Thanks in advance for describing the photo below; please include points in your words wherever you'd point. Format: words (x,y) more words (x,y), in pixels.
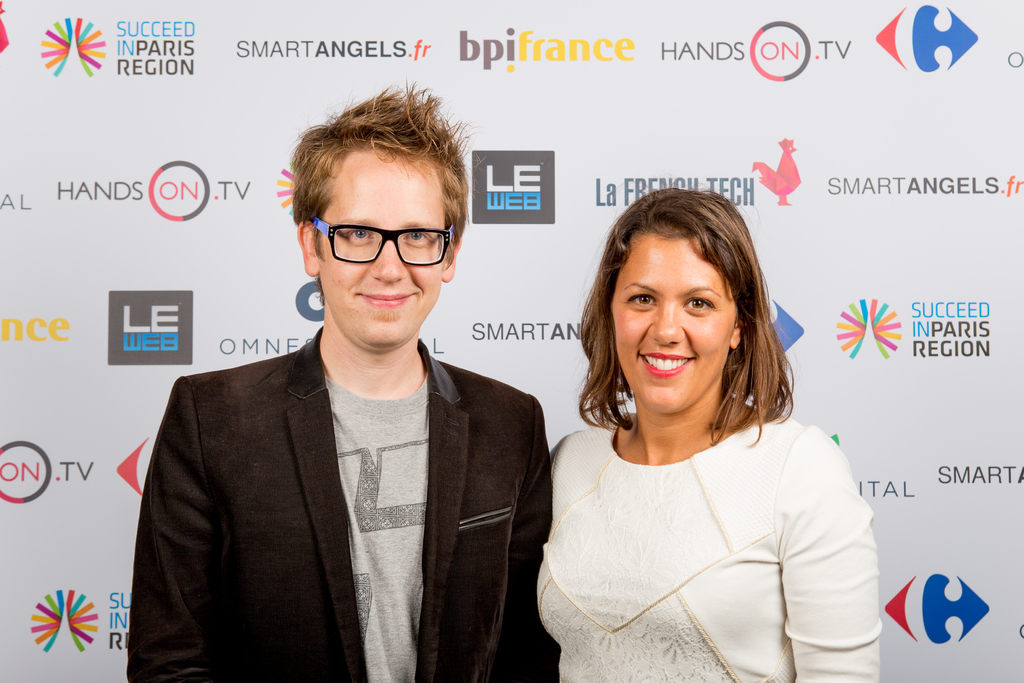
There are two persons (532,504) standing as we can see at the bottom of this image (462,471). The person (426,491) standing on the left side (302,501) is wearing a black color blazer (265,398). There is a wall poster (954,528) in the background (849,190).
